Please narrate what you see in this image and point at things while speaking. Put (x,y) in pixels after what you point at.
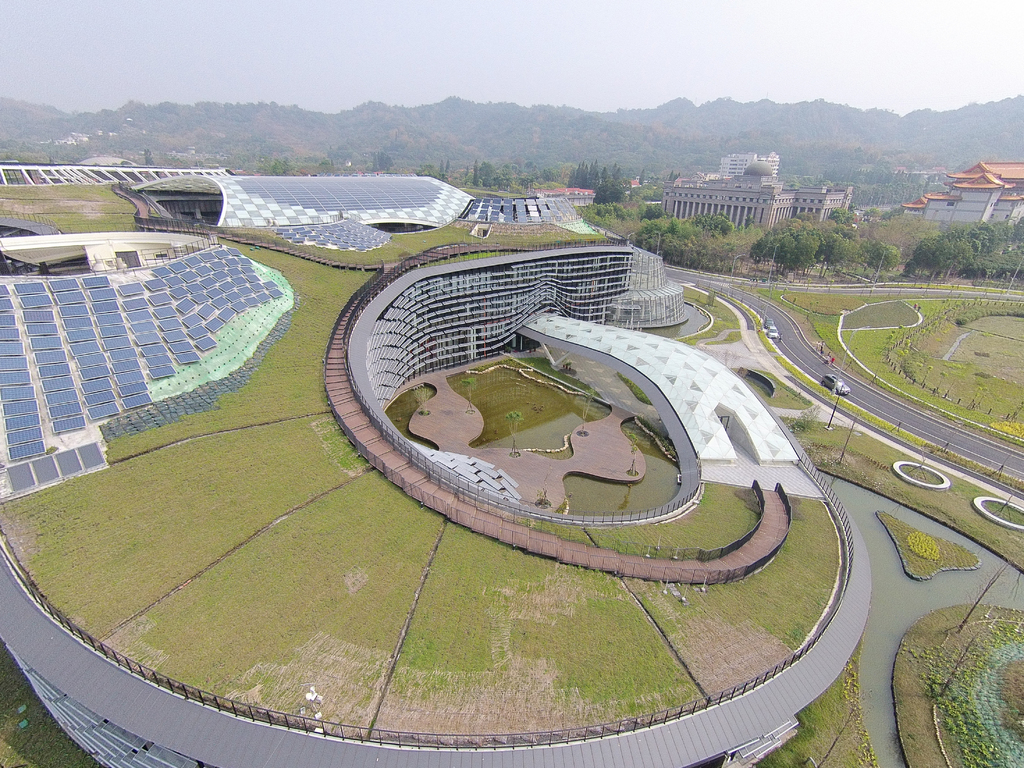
In this image we can see buildings (351,369), solar panels (136,378), motor vehicles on the road (975,455), street poles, trees (720,260), bushes (982,654), grass (942,379), hills (232,139) and sky (257,100).
